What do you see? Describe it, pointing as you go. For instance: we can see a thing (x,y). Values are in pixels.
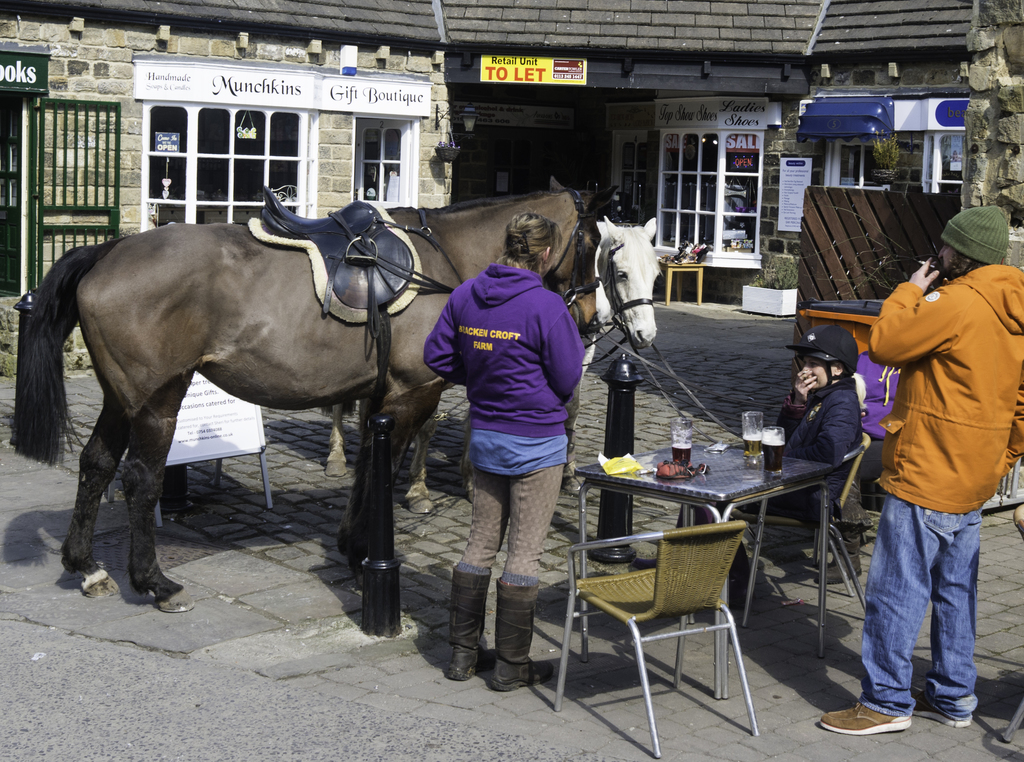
The photo is taken outside a building (858,26). There is a brown horse (244,351) beside it there is a white horse (635,261). There are few people (907,561) standing. Here there are table (733,486) and chair (696,581). On the table (698,489) there are glasses (687,453). Few people (837,385) are sitting beside the table (720,491). In the background (723,200) there is a building (217,84).
